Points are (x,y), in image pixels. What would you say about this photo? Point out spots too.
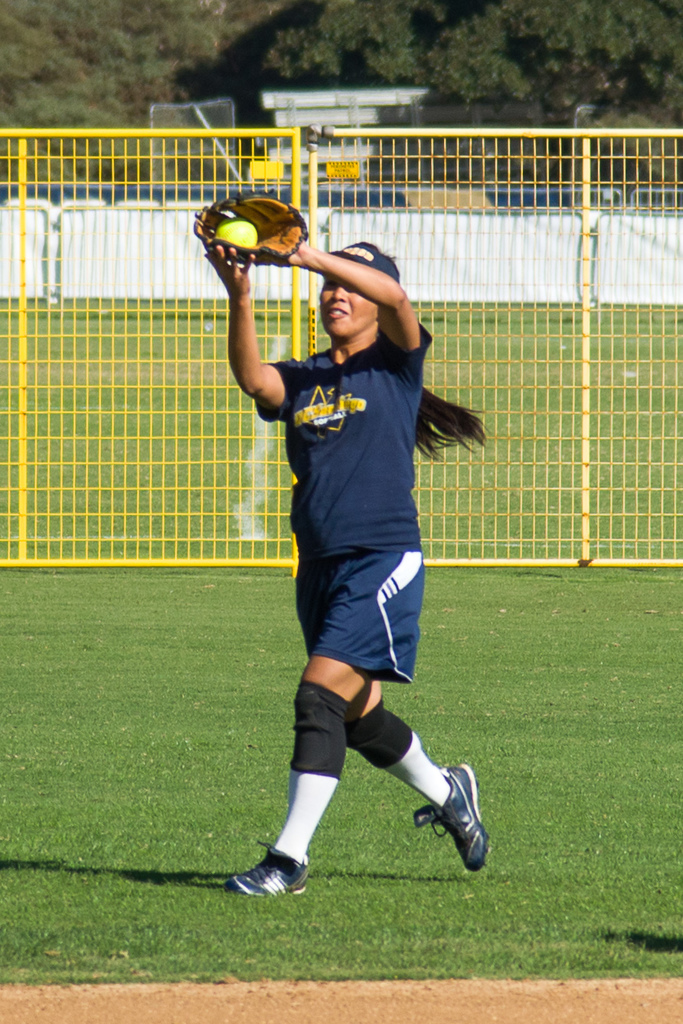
In this image I can see the person (323,566) on the ground (402,829). The person (356,655) is wearing the navy blue color jersey (379,510) and also a glove (284,233). In the back (58,183) I can see the railing (190,310), trees (372,48) and also the white barrier (461,292) can be seen.
